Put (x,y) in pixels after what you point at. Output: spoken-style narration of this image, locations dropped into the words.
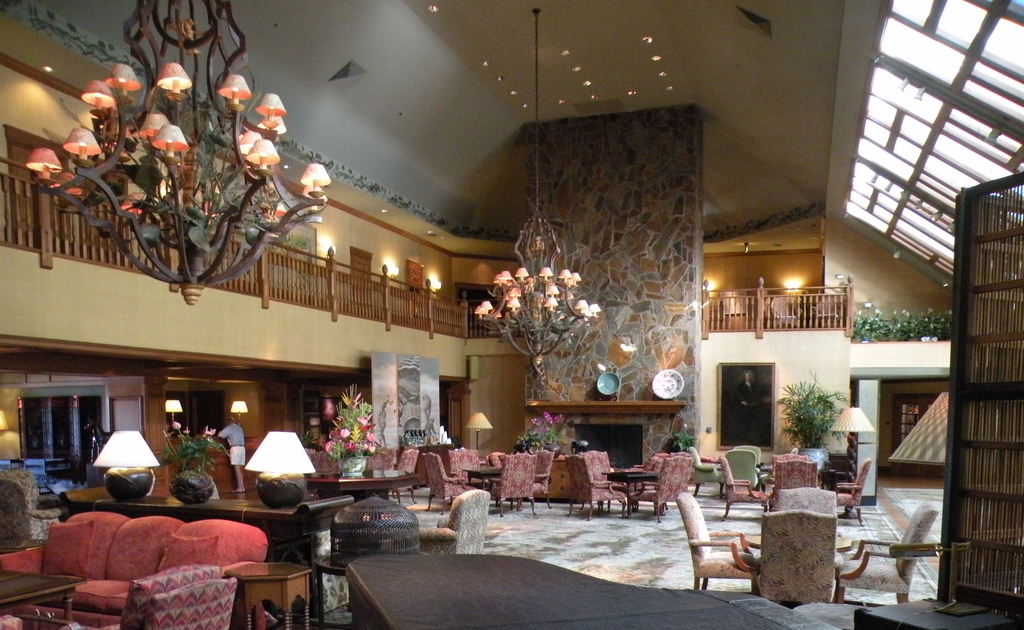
There is a room (345,168) with chandelier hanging and fence (747,291) to the first floor (353,242) with lights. At one corner of the room (686,510) the man (239,431) is standing on floor (512,524) and there are lot of chairs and tables (75,508).
